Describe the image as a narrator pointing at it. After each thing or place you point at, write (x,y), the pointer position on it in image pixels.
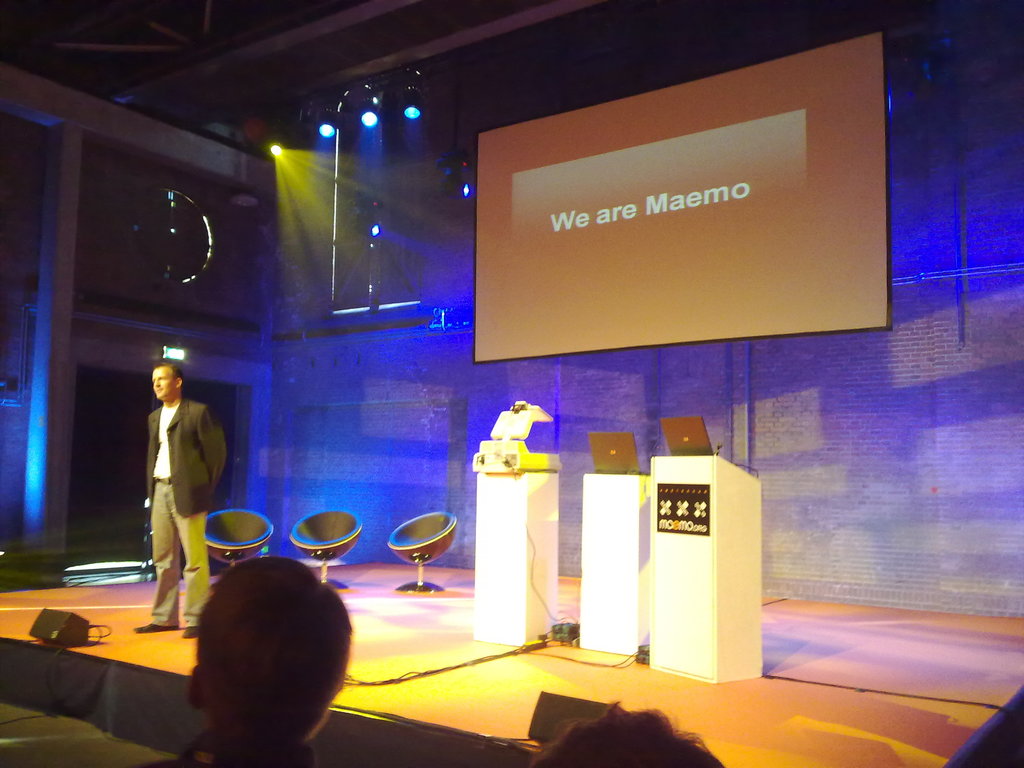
In this image we can see a person (171,511) wearing suit (180,501) standing on stage (138,624), there is sound box (60,632), there are three chairs (402,555), podiums (670,589) on which there are laptops (625,464) and in the background of the image (565,276) there is projector screen (527,259), wall (325,326) and lights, in the foreground of the image (275,666) we can see heads (236,649) of some persons (331,672).
